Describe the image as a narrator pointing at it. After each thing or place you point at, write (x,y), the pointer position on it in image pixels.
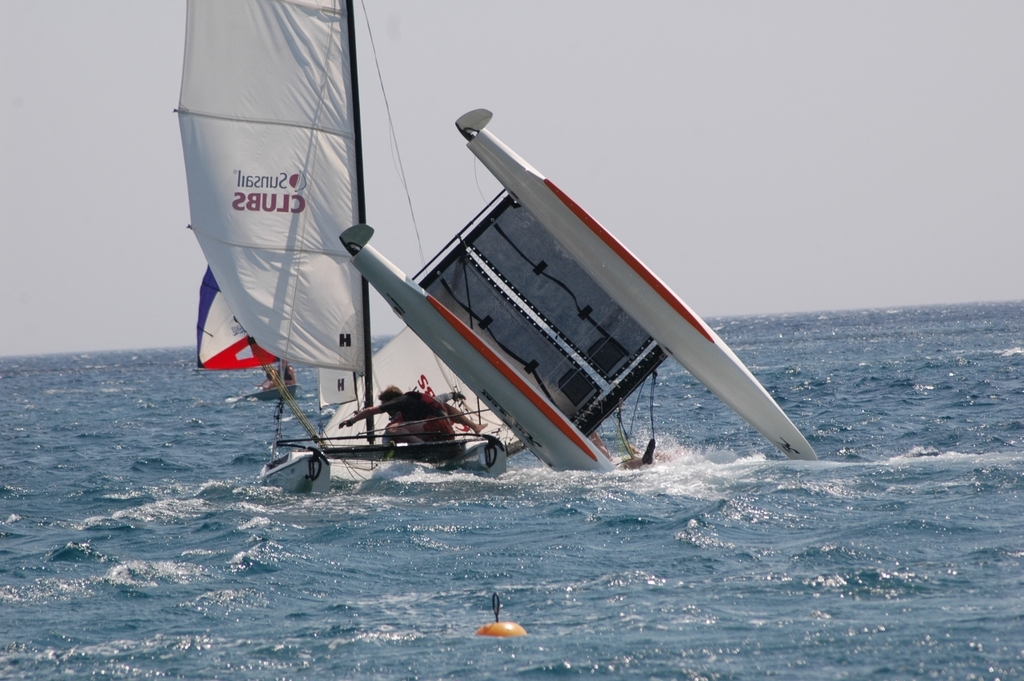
In this image, there are two boats (301,468) on the water (449,461). Here is another boat (566,318) falling into the water (764,486). I think this is the sea (437,584). There are few people (431,416) sitting on the boats (342,402). This is the sky (61,140). At the bottom of the image (489,633), I can see an object (502,634) floating on the water (459,647).
